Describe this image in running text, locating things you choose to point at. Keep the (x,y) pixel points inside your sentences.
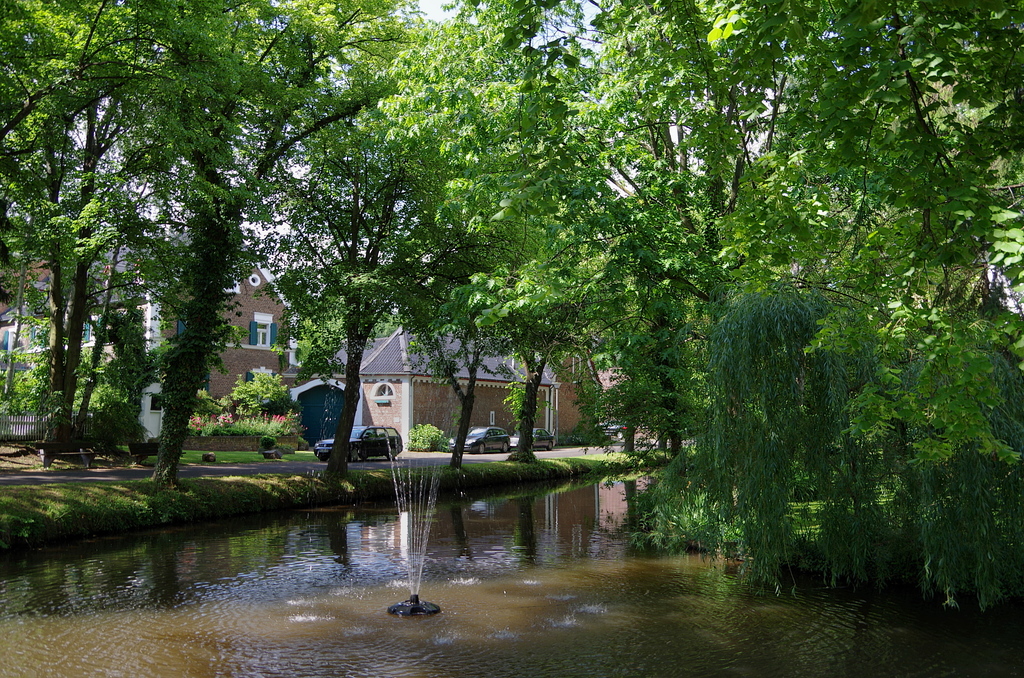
In this picture I can see the car (365,442) which is parked in front of the building (402,430). In the center (668,360) I can see many trees (478,365). On the left (317,478) I can see the wooden partition (23,426), grass (231,497) and plants (239,425). At the bottom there is a fountain (397,505). Beside that I can see the water (348,642).
